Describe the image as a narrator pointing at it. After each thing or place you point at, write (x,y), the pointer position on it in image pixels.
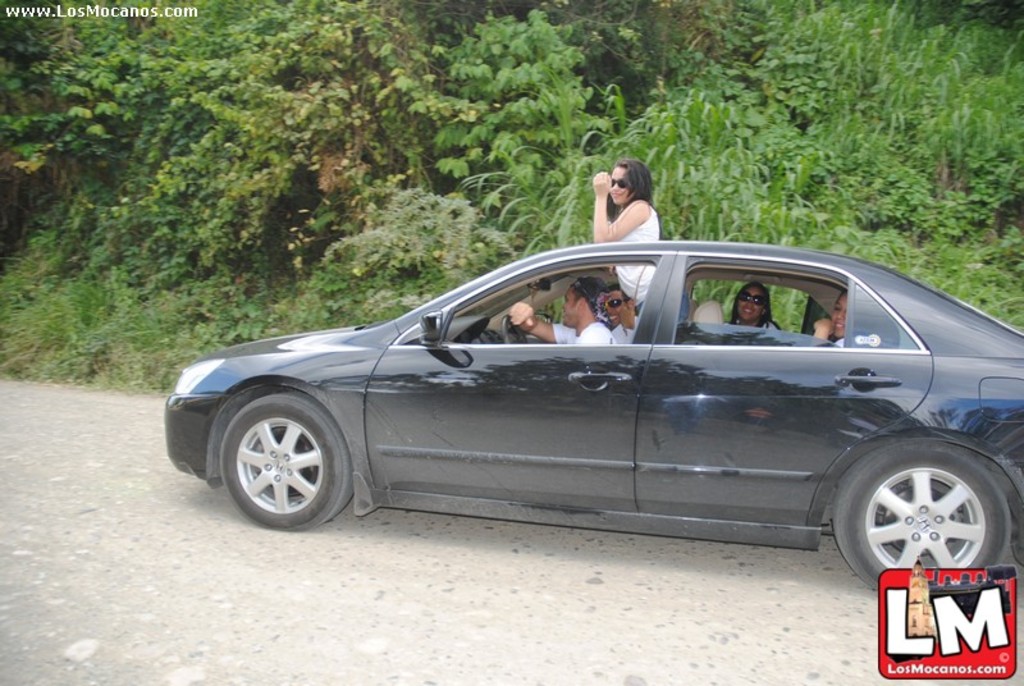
This picture describes about group of people (606,213), few are seated in the car (652,357) and a woman (612,211) is standing, beside to them we can see few trees (366,160).
